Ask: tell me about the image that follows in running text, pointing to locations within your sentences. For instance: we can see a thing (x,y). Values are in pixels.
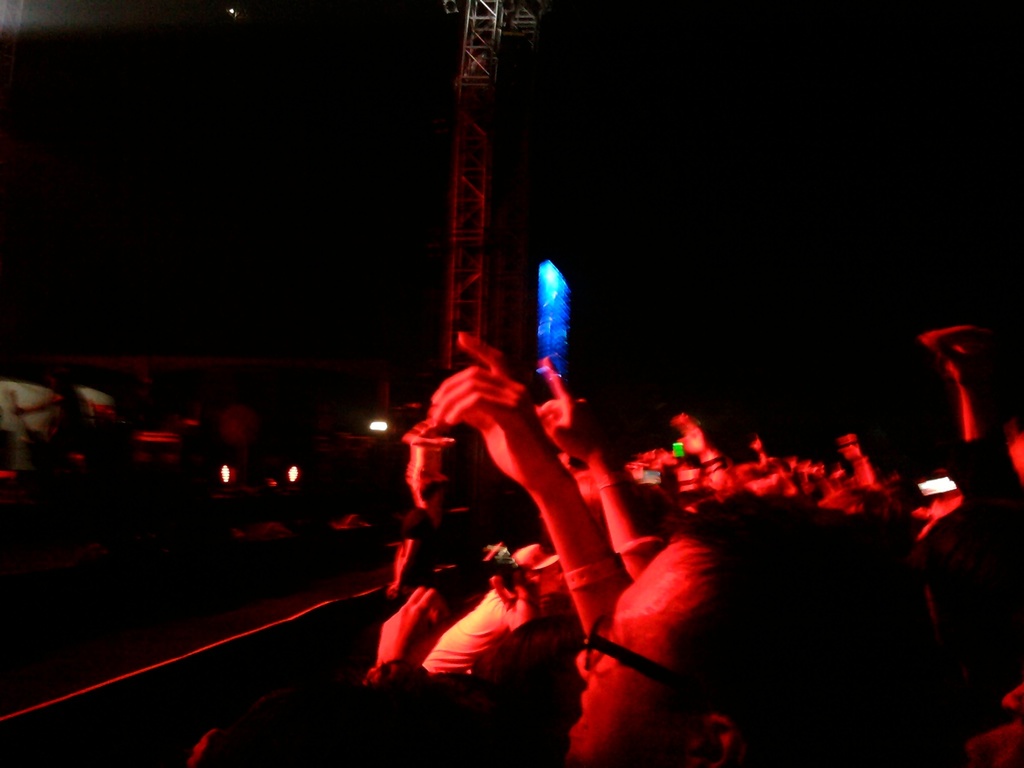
In this picture we can see a group of people (450,734) where a man (628,686) wore a spectacle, lights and some objects (553,339) and in the background (226,219) it is dark.
